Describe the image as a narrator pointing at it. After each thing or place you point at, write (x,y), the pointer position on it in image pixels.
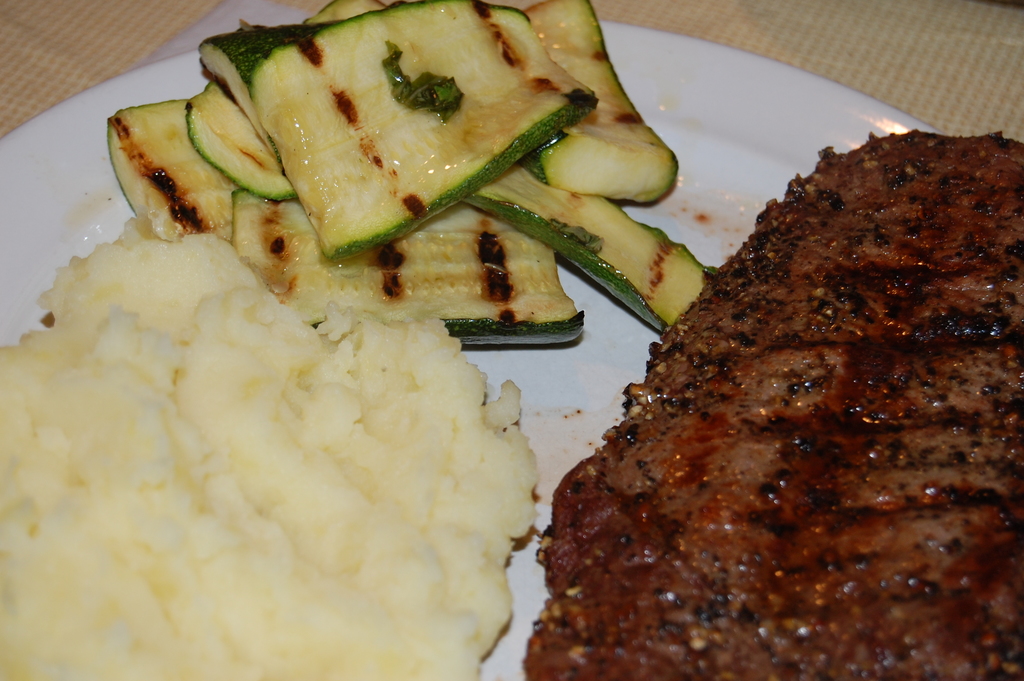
There are vegetables pieces (531,121) and other food items (936,341) on the white color plate (57,123). And the background (994,59) is beige in color.
